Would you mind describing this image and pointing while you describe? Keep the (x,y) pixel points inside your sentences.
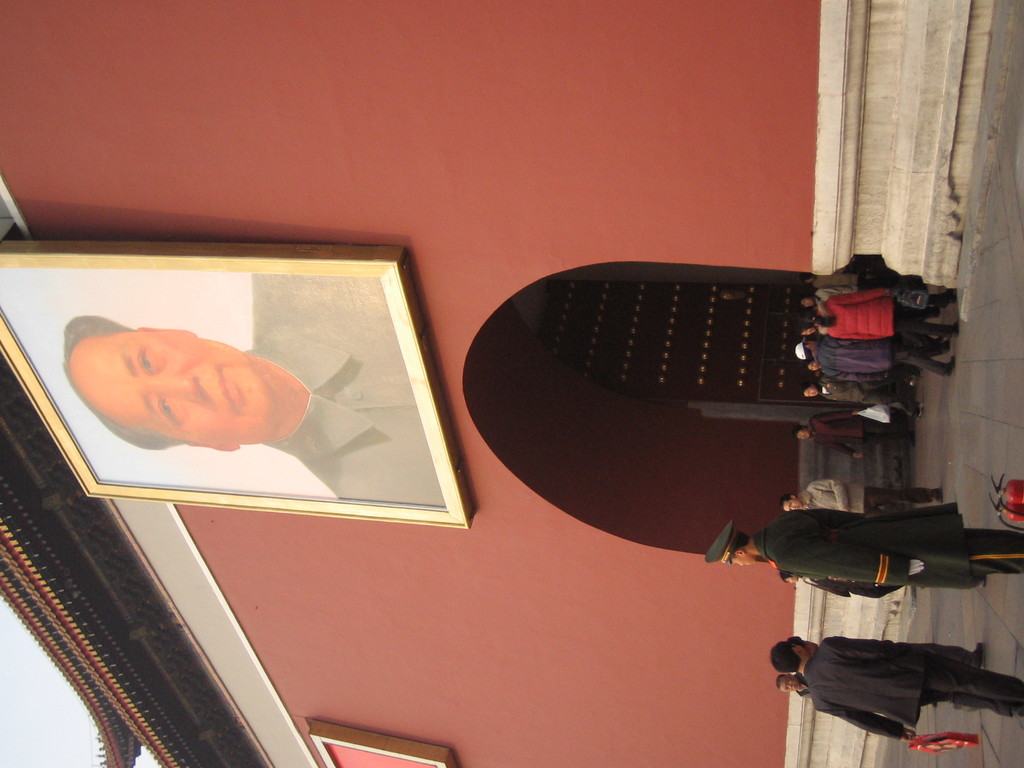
In the image there is a building (432,269) and there is a big photo frame (116,447) in front of the wall (355,216) of the building (371,224), under the photo frame (426,389) there is a door (722,363) and in front of the door (767,368) there are few people (906,558).
